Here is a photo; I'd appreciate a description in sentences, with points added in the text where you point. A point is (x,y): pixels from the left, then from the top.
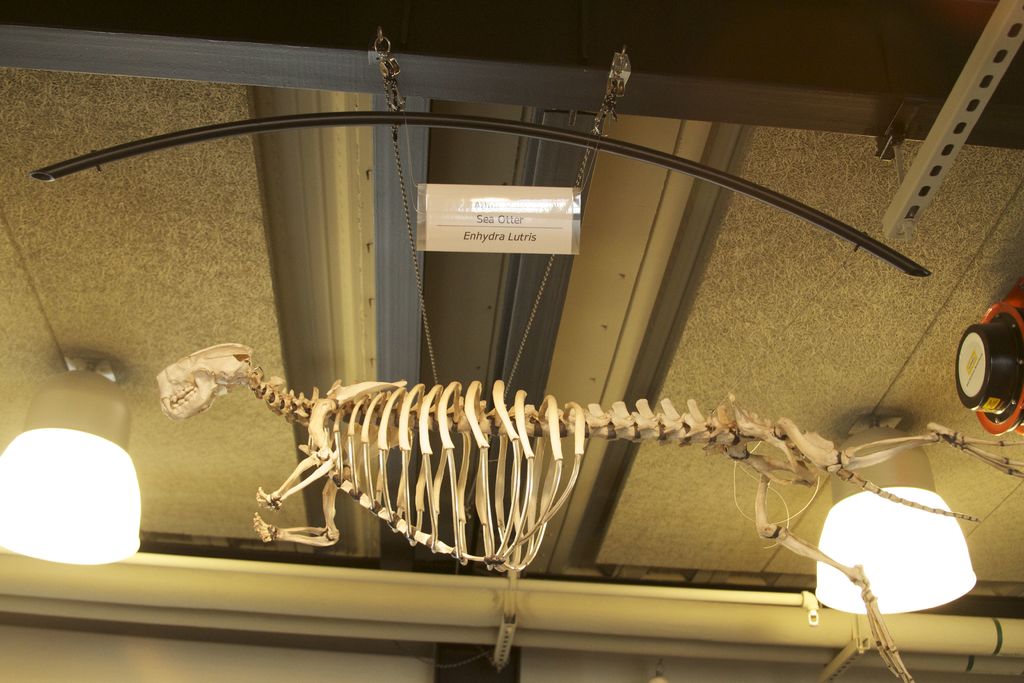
In this image I see the skeleton (352,411) of an animal (629,418) and I see the lights (904,533) and I see that this skeleton (446,414) is hanging and I see something is written on this paper (499,213) and I see a thing (989,406) over here and I see the ceiling (776,293).
